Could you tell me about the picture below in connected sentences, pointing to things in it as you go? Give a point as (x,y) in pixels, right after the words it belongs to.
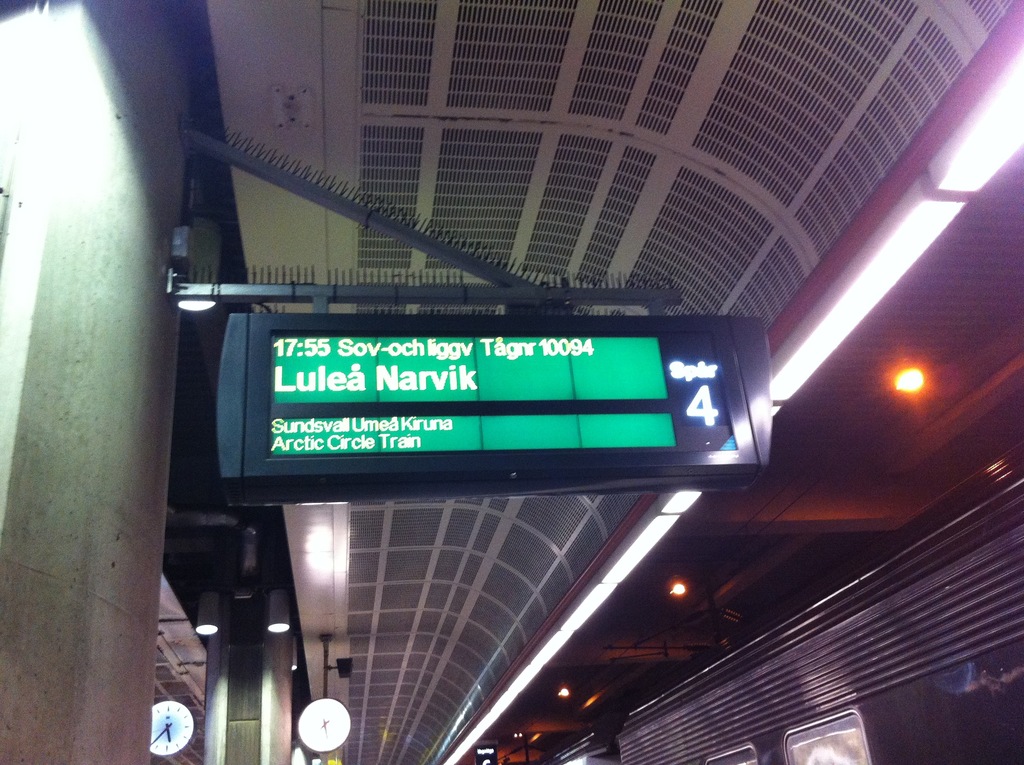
In this image we can see a signboard (321,411) with some text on it which is attached to a wall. We can also see some ceiling lights (830,325) to a roof (550,180). On the bottom of the image (344,726) we can see some lights (275,619), clocks (320,720) and a wagon (741,669).
